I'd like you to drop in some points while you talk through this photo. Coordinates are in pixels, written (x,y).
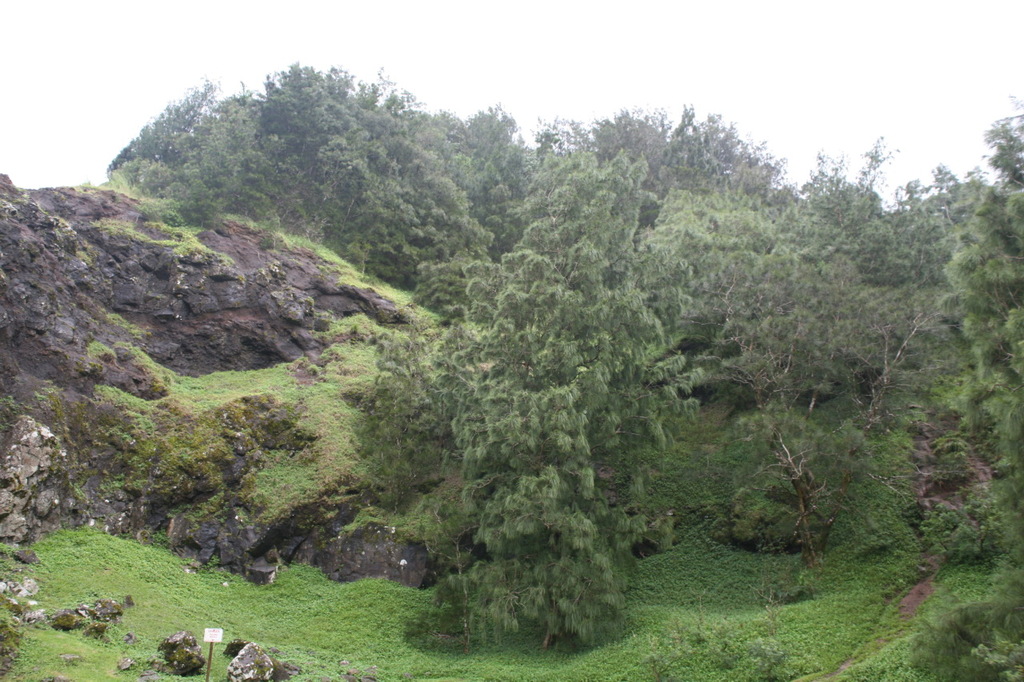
This image consists of many trees (444,310) and plants (385,509). At the bottom (369,632), there is green grass (195,679). To the left (89,323), there are mountains (128,279). At the top (64,84), there is a sky (83,80).
